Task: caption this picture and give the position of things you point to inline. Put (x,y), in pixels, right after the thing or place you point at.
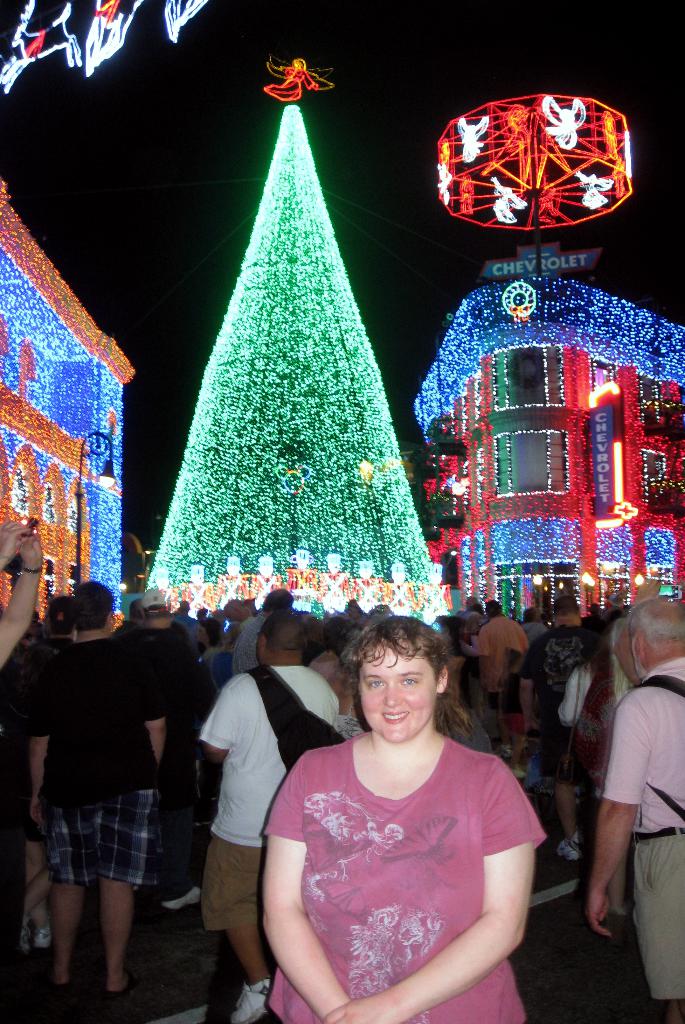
In this image we can see a group of people (399,780) standing on the road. On the backside (446,523) we can see some buildings (468,511) with lights (53,555), a street pole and a board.
